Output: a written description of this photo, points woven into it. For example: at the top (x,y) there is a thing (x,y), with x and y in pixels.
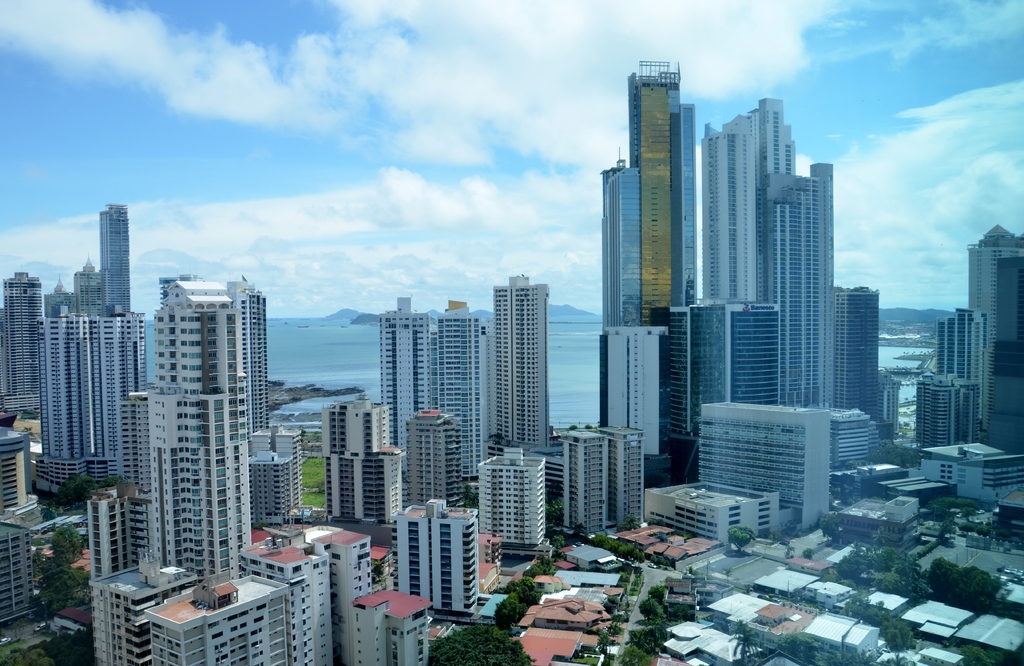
In this image there are buildings (453,572), skyscrapers (716,293) and trees (644,651) in the image. Behind the buildings (516,346) there is the water (593,355). In the background (894,316) there are mountains (342,312). At the top (359,60) there is the sky (347,67).
